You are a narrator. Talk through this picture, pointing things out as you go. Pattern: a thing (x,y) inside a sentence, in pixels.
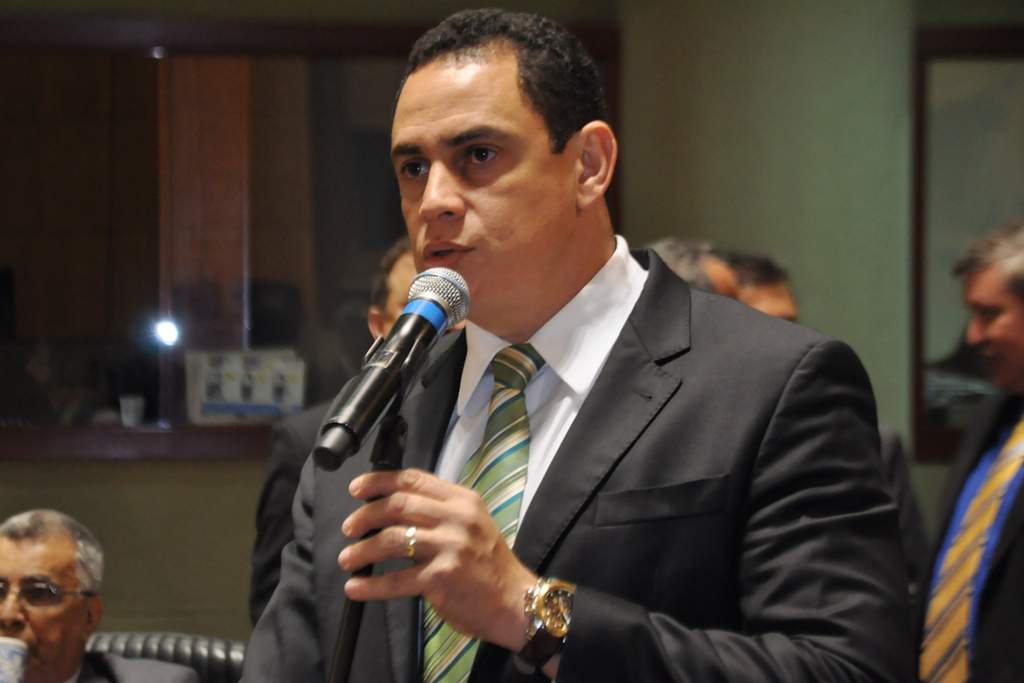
In this image, we can see a man (489,294) in a suit (642,405) is talking in-front of a microphone (403,354) and holding a rod (373,565). Background (1022,558) we can see few people (995,552), wall (783,246) and some objects (286,389).
